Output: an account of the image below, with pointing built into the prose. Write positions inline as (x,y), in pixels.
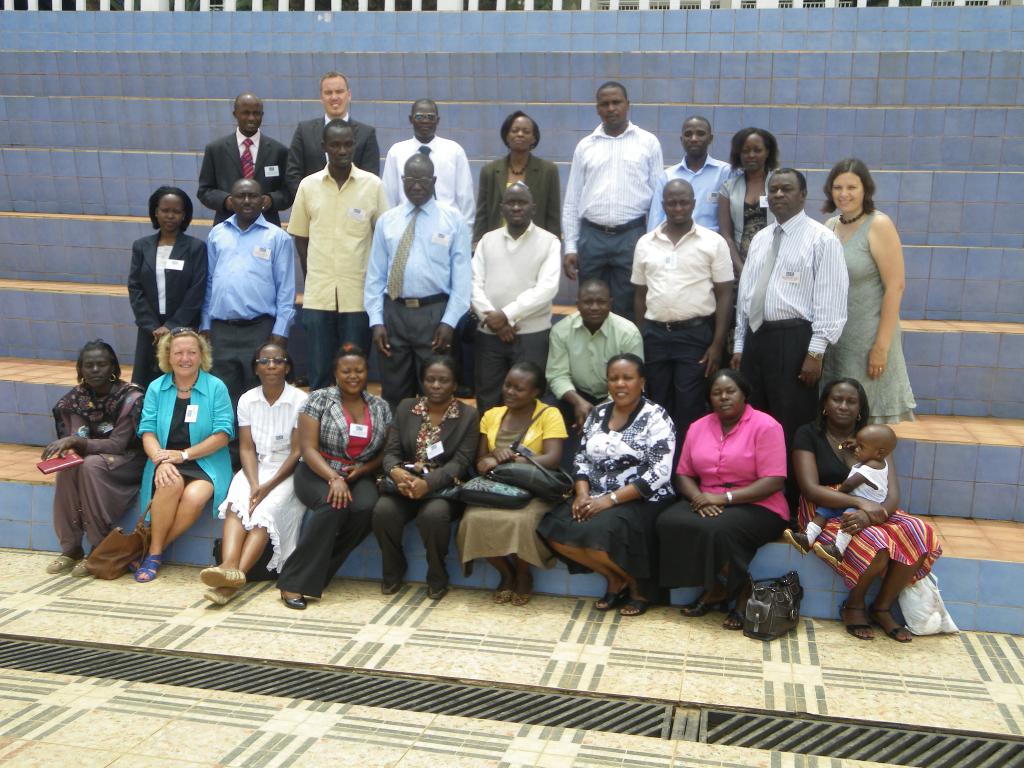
In this image we can see a few people (394,206), among them some people (270,363) are sitting and some people (348,248) are standing, in the background (509,12) we can see the white color fence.
